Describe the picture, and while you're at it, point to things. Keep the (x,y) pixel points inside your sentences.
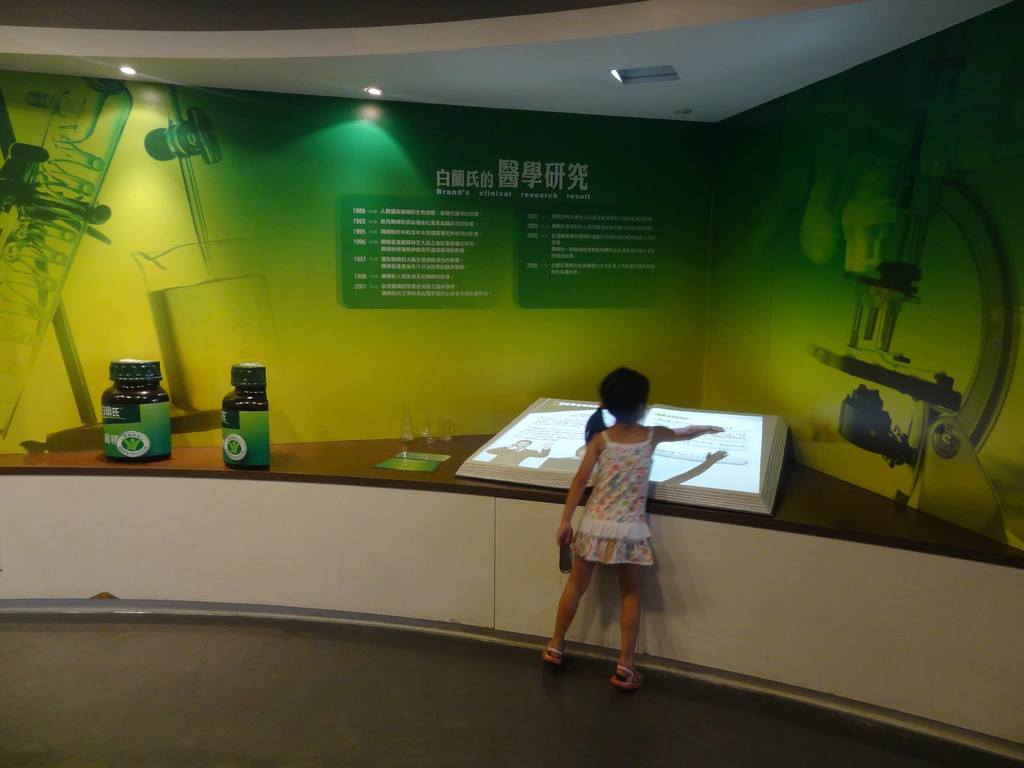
In this image we can see a girl (630,653) standing on the floor (471,667) beside a table (314,572) containing a display screen (556,430), some papers (433,468), glasses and bottles (258,432) on it. On the backside (443,360) we can see a wall (473,341) with some pictures (256,249) and text (456,255) on it and a roof (379,97) with some ceiling lights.
